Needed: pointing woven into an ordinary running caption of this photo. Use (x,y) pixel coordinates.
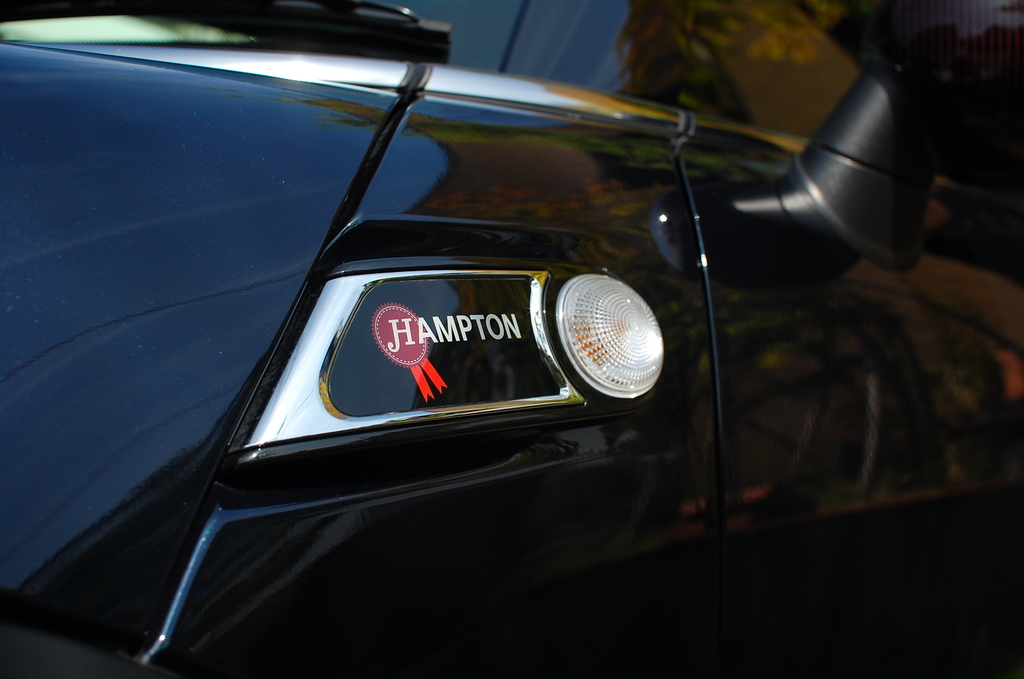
In this picture we can see a black vehicle (422,405) and on the vehicle (569,446) there is a light (638,356) and a logo (490,331).
